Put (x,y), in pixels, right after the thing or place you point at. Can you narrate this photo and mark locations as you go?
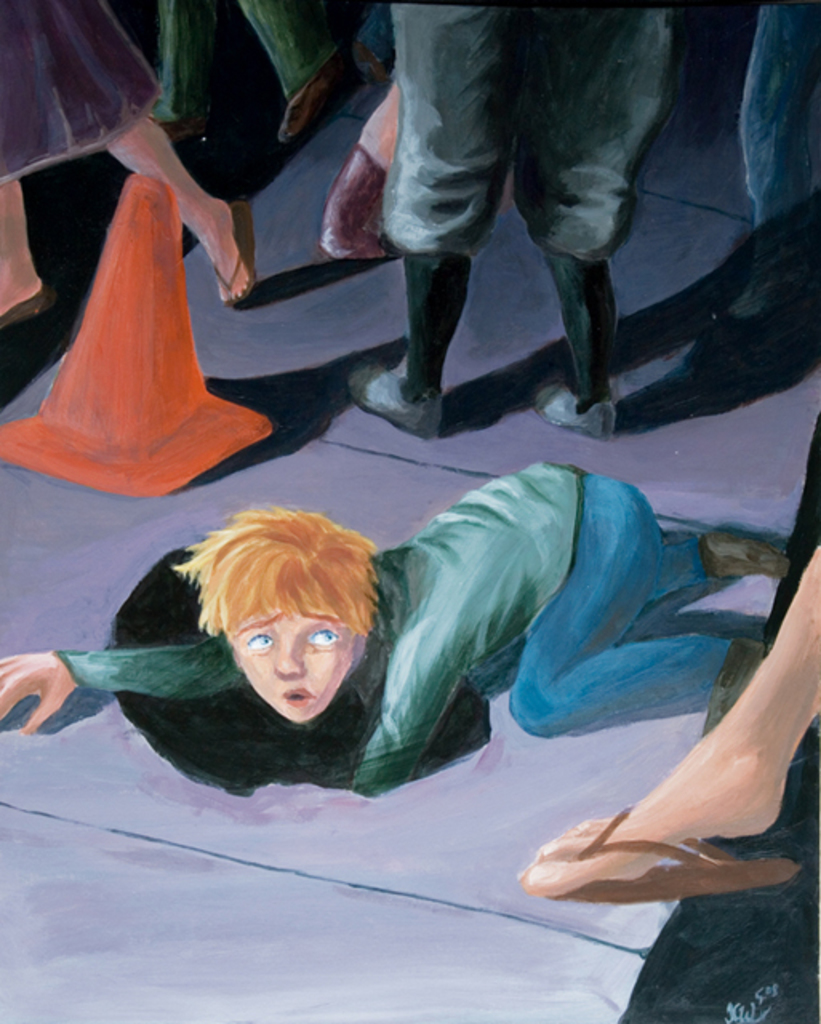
In the picture I can see a painting (292,897) of a person (379,702) lying on the ground (89,853), here I can see a person's leg (647,829) wearing footwear (703,845), I can see red color road cone (114,436) and a few more people (43,95) walking on the road (89,242).
